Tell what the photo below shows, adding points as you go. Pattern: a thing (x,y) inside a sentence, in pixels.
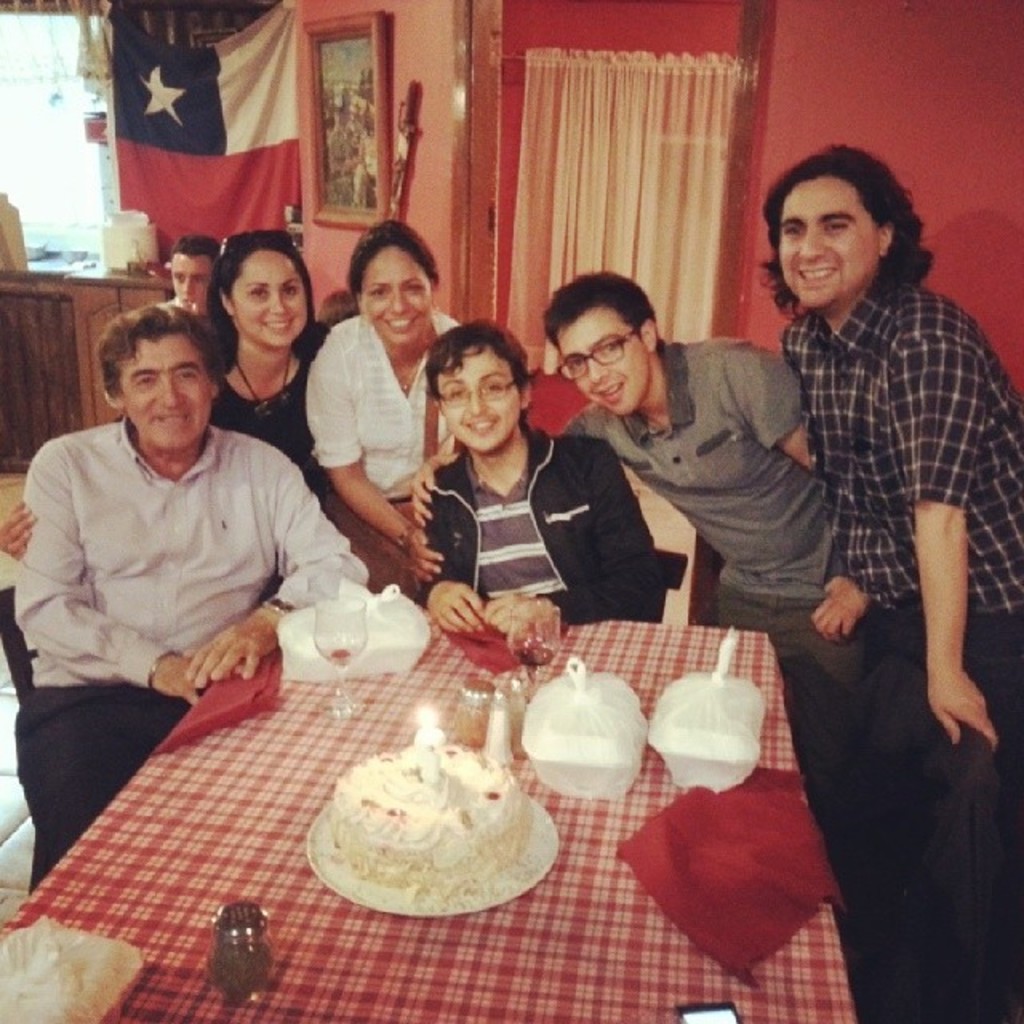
In this image there are a few people (278,514) sitting on chairs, behind them there are a few people (370,402) standing, in front of them on the table (213,876) there are some objects (522,754), behind them on the wall (789,169) there are photo frames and a flag (172,137), between the wall (418,154) there is a curtain (543,126) on the door (466,219) and some objects (291,222) on the wall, on the sink platform (101,280) there are some objects (145,238), beneath that there are cupboards (56,340), behind the sink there is a glass window (79,237) with a curtain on it.
